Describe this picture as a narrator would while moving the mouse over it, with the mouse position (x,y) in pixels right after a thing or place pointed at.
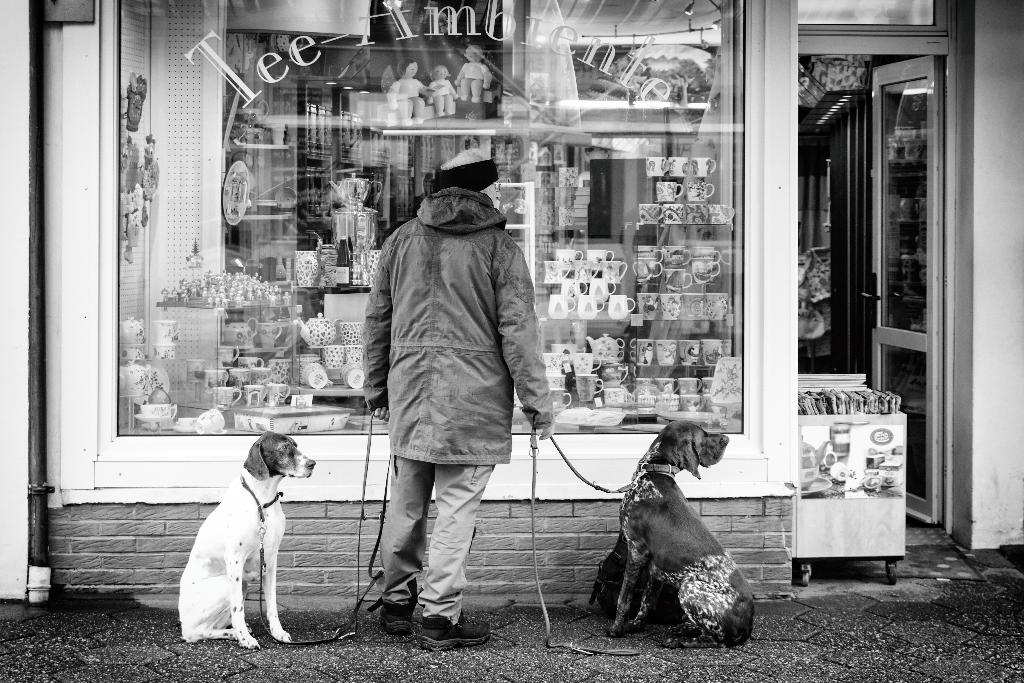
This is a black and white image. There is a man (468,438) standing with the jacket (436,420) and holding the belts (263,538) of the two dogs (688,512) which are sitting on the floor (150,608). In front of him there is a store (688,480) with glass door (116,287). Behind the glass door (663,196) there are cups (702,199) arranged in a row. On the right side of the image (905,368) there is a door (921,492) and also there is a cart (899,482) with few items (833,404) on it. On the left side of the image (31,310) there is a pipe (29,585) to the wall (19,80).
